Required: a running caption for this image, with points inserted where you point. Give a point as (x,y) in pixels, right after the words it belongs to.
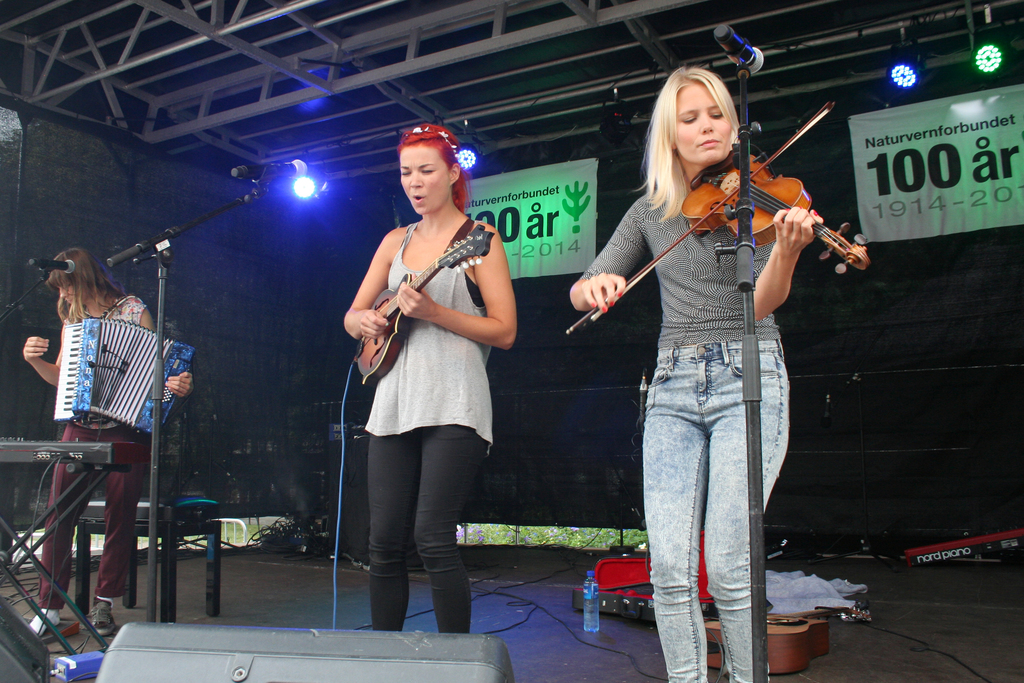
There is a woman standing on the right side (715,123) and she is playing a violin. There is a woman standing in the center (410,248). She is holding a mandolin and she is singing on a microphone (251,175). There is another woman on the left side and she is playing an accordion (186,345). This is a roof (668,18) with lighting arrangement (905,85).
